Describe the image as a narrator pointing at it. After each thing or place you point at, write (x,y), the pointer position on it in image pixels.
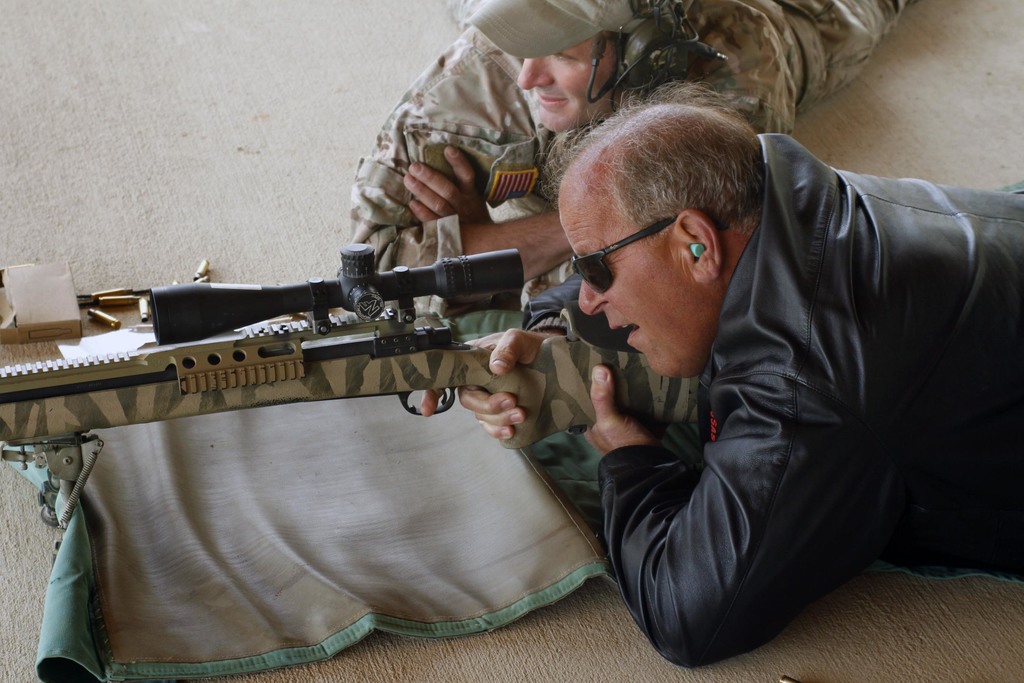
At the bottom of the picture (710,484) there is a man (814,310) in black jacket (802,324) holding a gun (315,366). On the left (101,315) there are bullets (113,299), box (71,316) and mat (264,550). At the top (485,42) there is a soldier (564,88), wearing a cap (524,26) and headphones (643,54).
